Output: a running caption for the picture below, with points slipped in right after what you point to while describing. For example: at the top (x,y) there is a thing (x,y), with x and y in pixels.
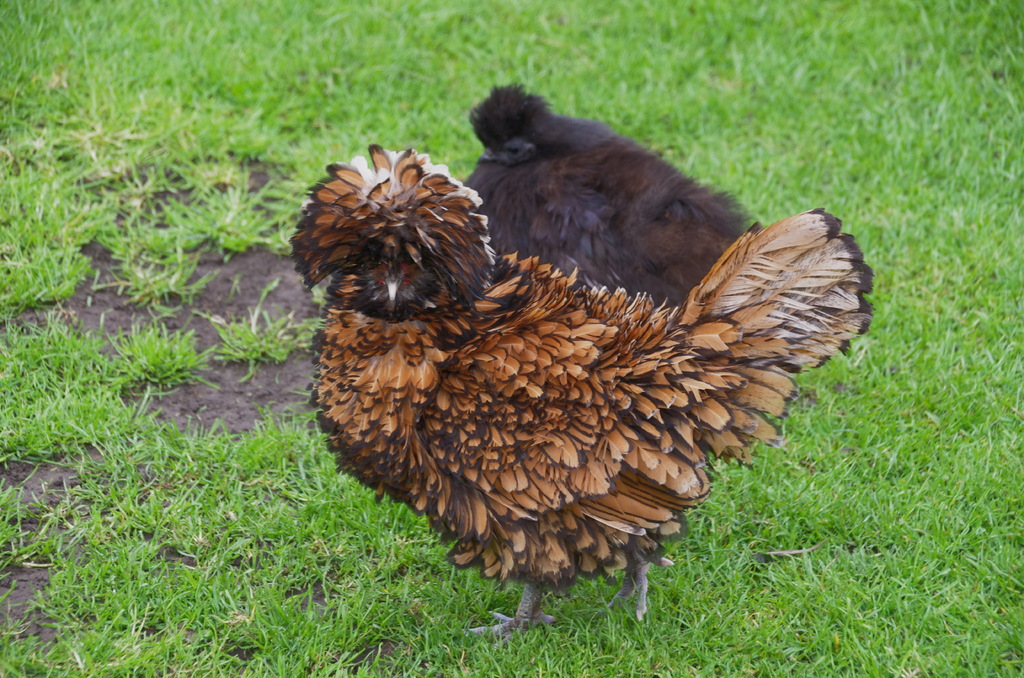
In this picture we can see two birds (508,428) on the ground (252,102) and in the background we can see the grass (244,112).
